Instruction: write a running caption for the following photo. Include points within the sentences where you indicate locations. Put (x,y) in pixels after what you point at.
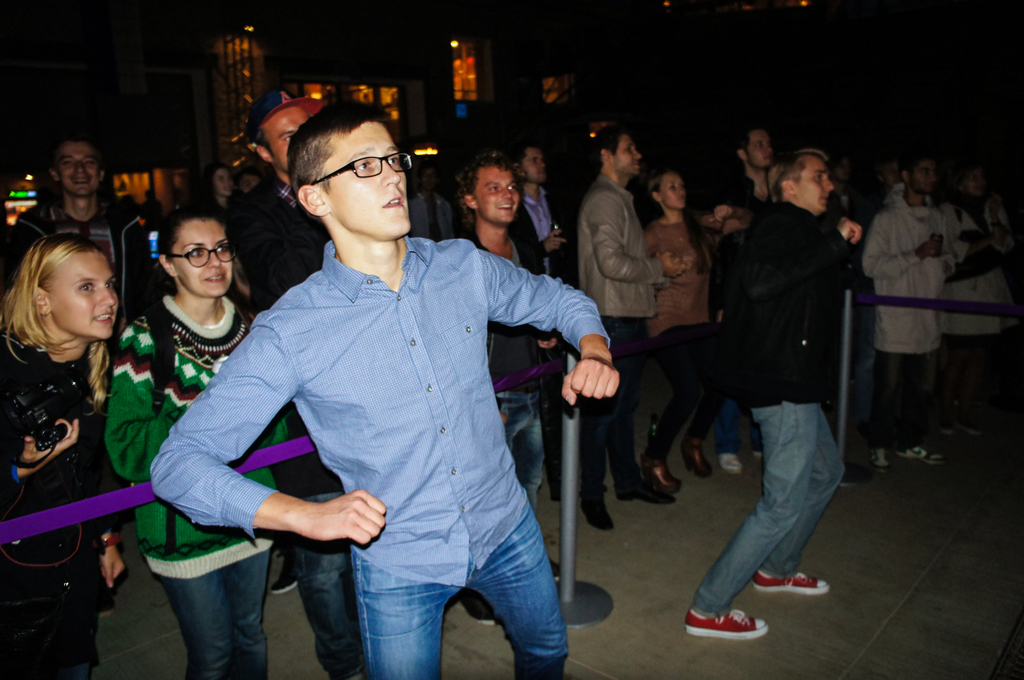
In this image I can see the group of people (378,365) with different color dresses (551,291). On both sides I can see the ropes (560,365) and fence (573,458). I can see the lights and there is a black background (442,54).
